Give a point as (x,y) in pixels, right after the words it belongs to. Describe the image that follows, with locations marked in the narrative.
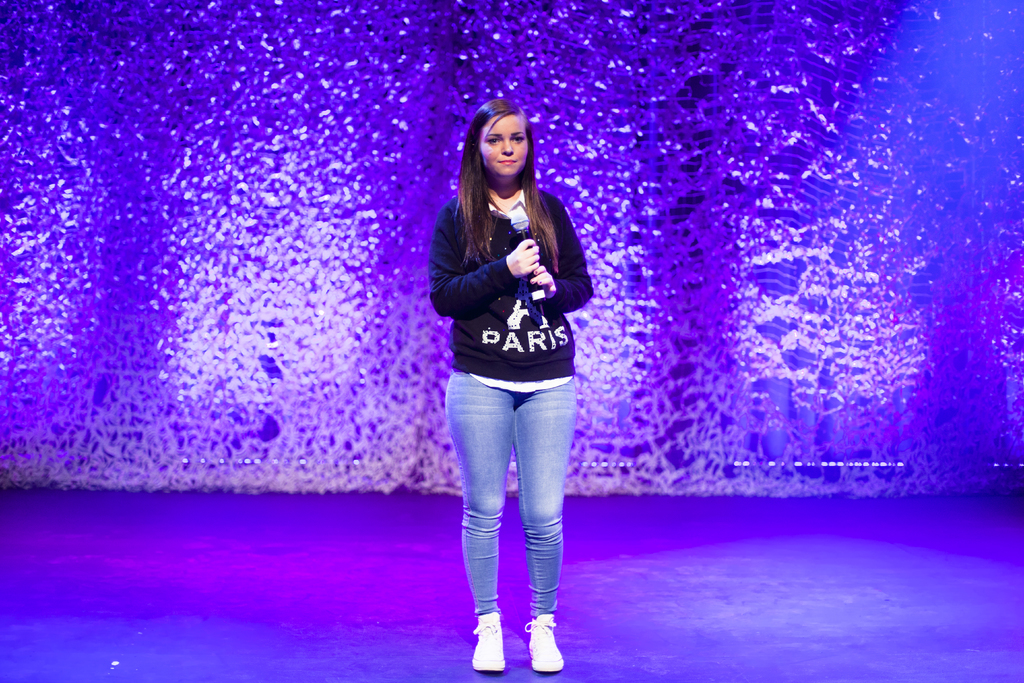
This picture shows a girl (532,400) standing and she is holding a microphone (529,241) in her hand (527,267) and we see lighting (358,208) on the back (601,422).
